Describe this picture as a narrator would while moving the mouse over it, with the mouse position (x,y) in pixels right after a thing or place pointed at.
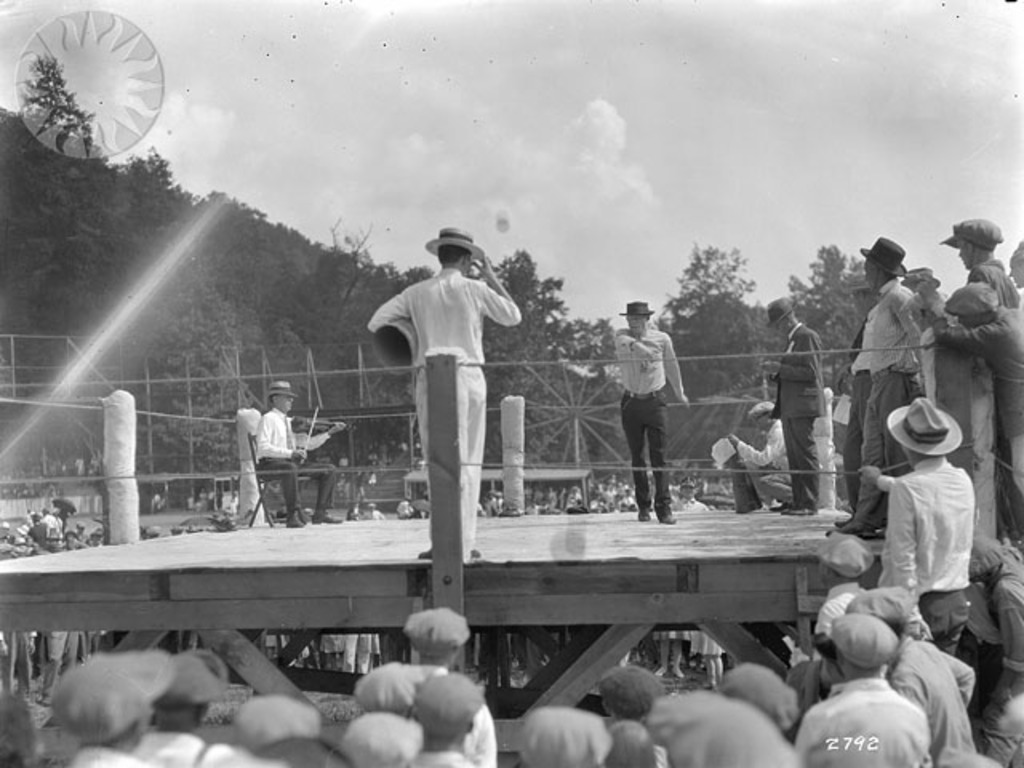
This is a black and white image, in this image there is a stage (228,617), on that stage (322,524) there are people (635,400) standing and a person (282,470) sitting on a chair (266,501), around the stage (830,504) there are people (963,484) standing, in the background (194,303) there are trees (321,294) and the sky (474,159), in the top left (92,43) there is a logo (92,77).
